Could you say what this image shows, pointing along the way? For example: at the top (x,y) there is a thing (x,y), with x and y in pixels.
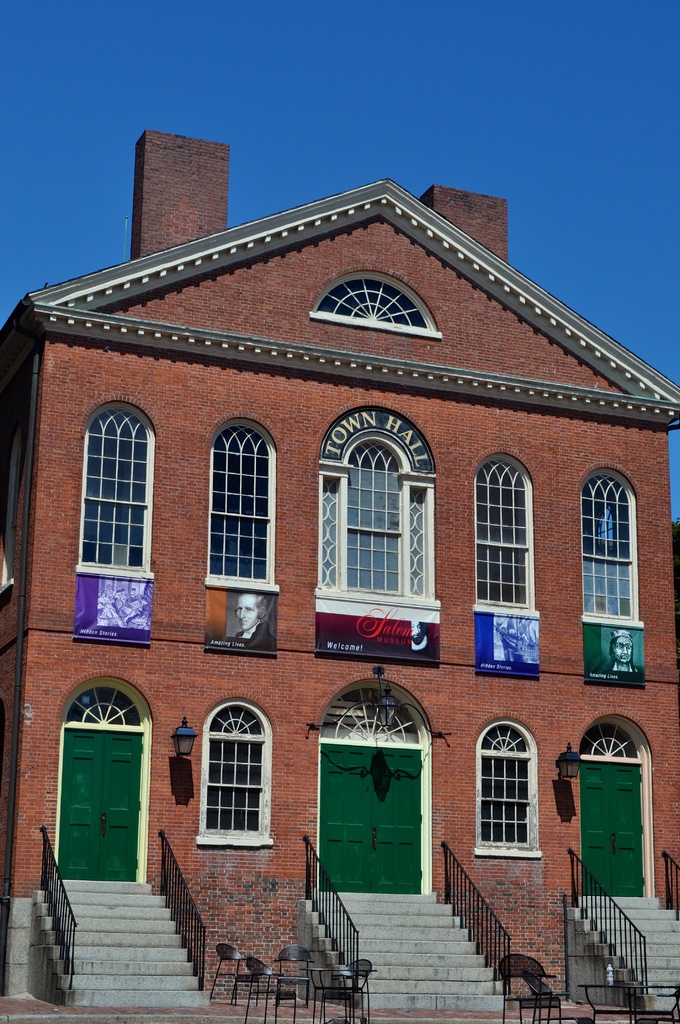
In this picture I can see a house (344,770), there are lights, banners (365,635), chairs (213,989), stairs (661,955), iron grills (73,940), and in the background (406,119) there is sky (399,45).
